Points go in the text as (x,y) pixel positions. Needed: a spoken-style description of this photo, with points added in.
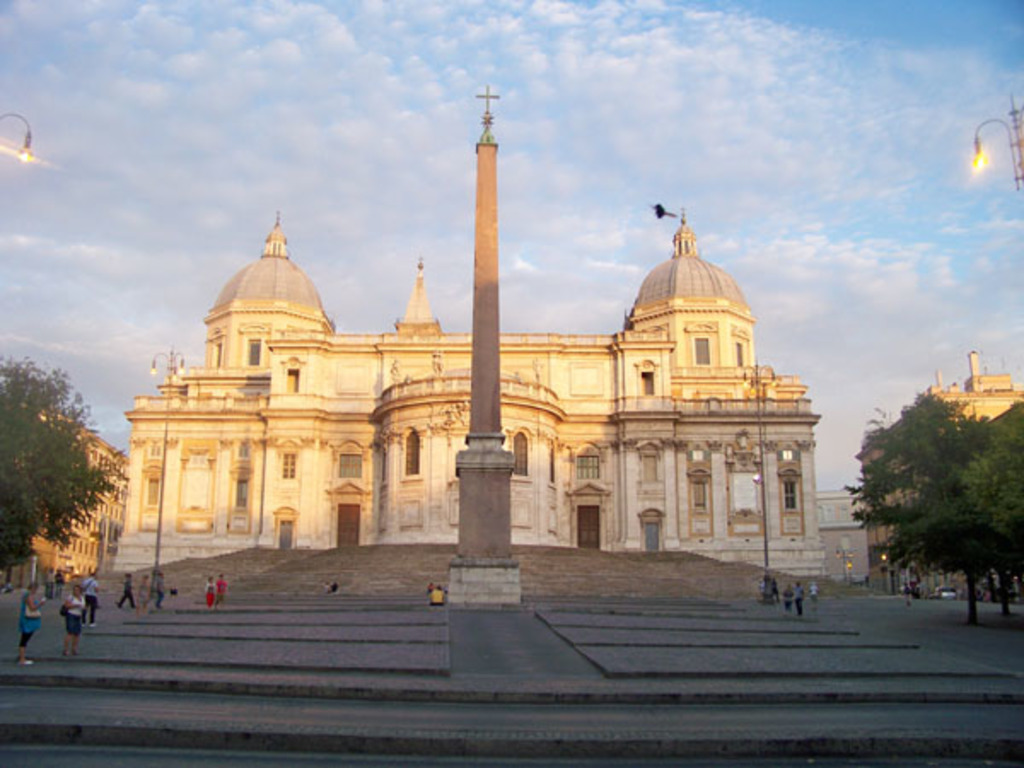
This image is taken outdoors. At the top of the image (207,122) there is a sky (550,76) with clouds (720,160). At the bottom of the image (345,744) there is a floor (298,718) and there are a few stairs (346,726). In the middle of the image (483,391) there is a pillar (485,285) with a cross symbol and there is a Cathedral (309,479) with walls (323,443), windows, carvings (451,423), doors (590,527) and a roof (668,293). A few people (157,583) are walking and a few are standing. On the left (86,498) and right sides of the image there are two street lights (1018,156), a few buildings (73,528) and trees (894,521). A few cars (943,595) are parked on the road (921,595).
